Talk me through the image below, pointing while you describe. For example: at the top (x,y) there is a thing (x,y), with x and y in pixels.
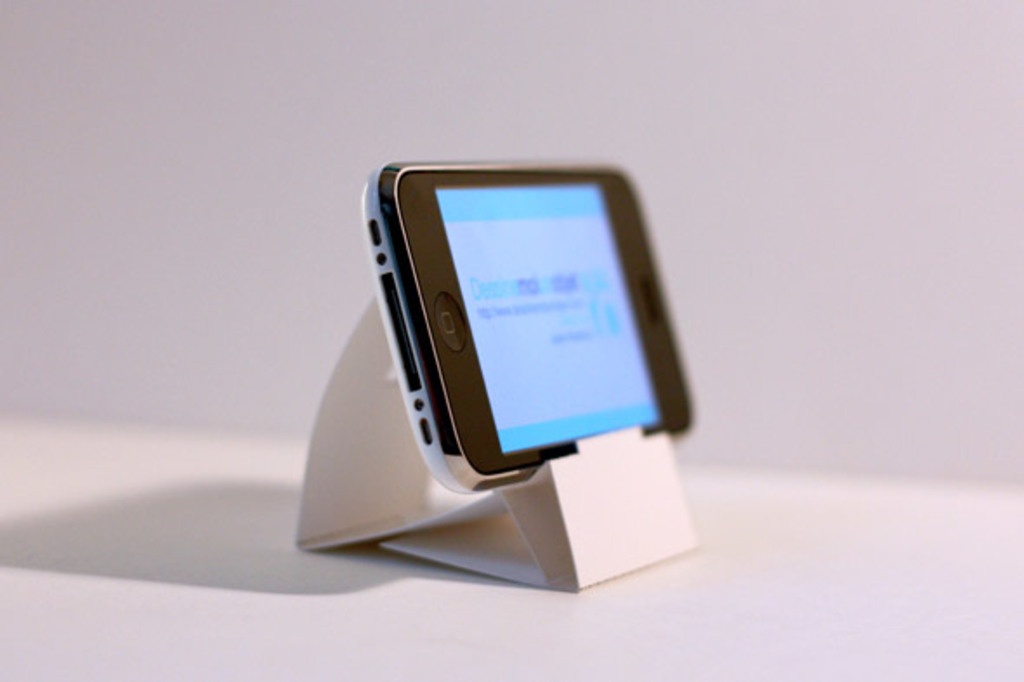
This image consists of a mobile (485,356) kept on a mobile stand (409,507). At the bottom (469,608), it looks like a floor (331,589). In the background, there is a wall (837,404).
